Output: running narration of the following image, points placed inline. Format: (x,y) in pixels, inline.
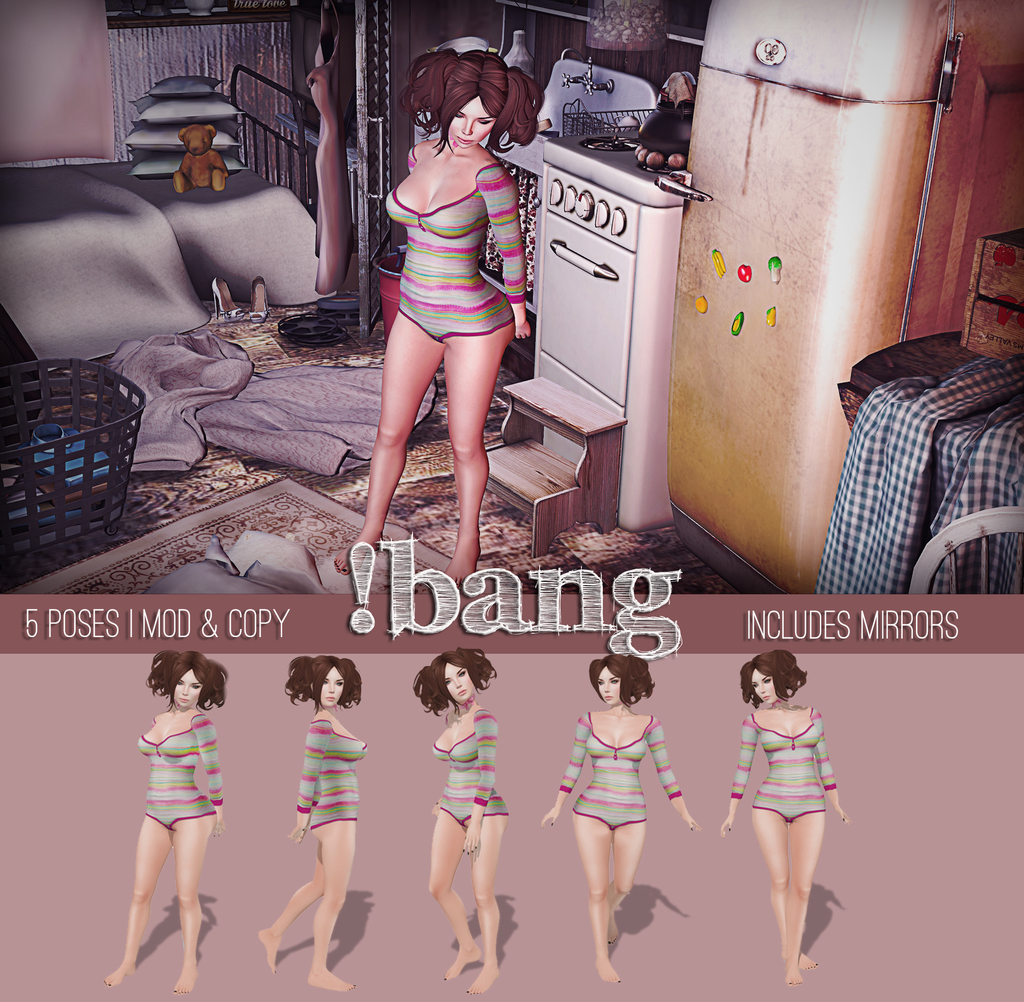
In this image we can see an animation picture. In the picture there are pillows (168,143), soft toy (183,166), bed (186,238), carpet (336,511), laundry basket (116,489), stove (593,240), sink (579,91), tap (588,77), woman (469,283) standing on the floor (429,536) and walls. At the bottom of the image (583,808) we can see the woman (336,800) in different poses.
